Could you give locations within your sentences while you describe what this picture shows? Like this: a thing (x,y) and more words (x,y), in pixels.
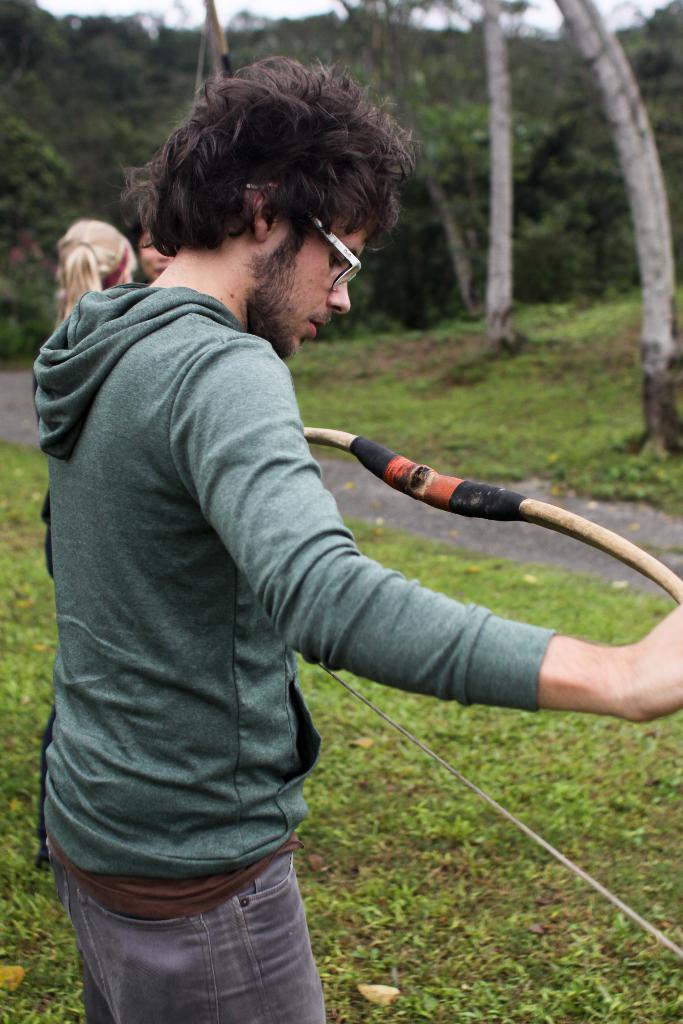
In this image we can see there is a person (196,698) standing on the surface of the grass (327,865) and he is holding a bow (677,601) in his hand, beside the person (78,338) there are two girls (118,263) standing. In the background (431,72) there are trees (493,99).
